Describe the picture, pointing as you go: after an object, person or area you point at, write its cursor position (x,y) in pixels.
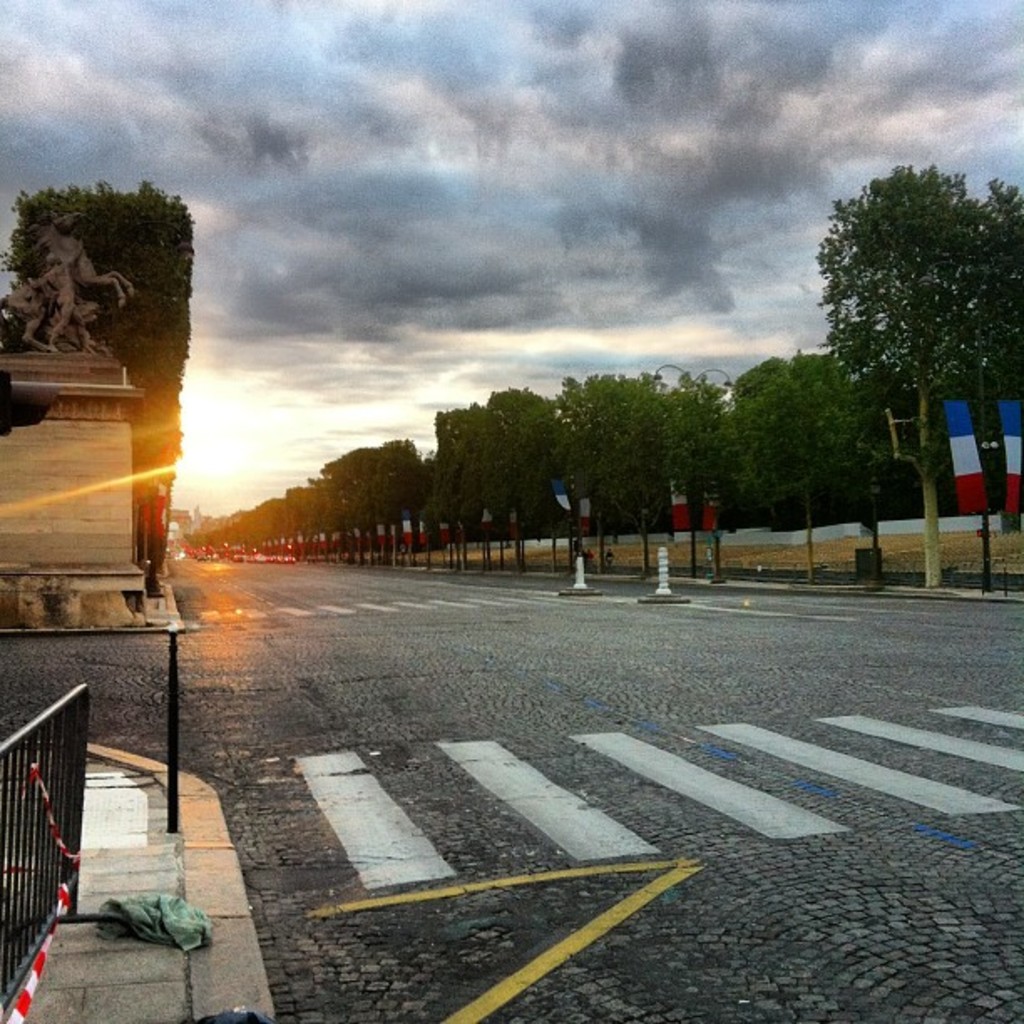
In the image we can see a road (443,598) and white lines (606,841) on it. There are many trees (652,511) and poles (987,464). We can even see there is grass (747,545), fence (70,801) and a cloudy sky (254,298). This is a sculpture (81,299) and the sun (196,413).
